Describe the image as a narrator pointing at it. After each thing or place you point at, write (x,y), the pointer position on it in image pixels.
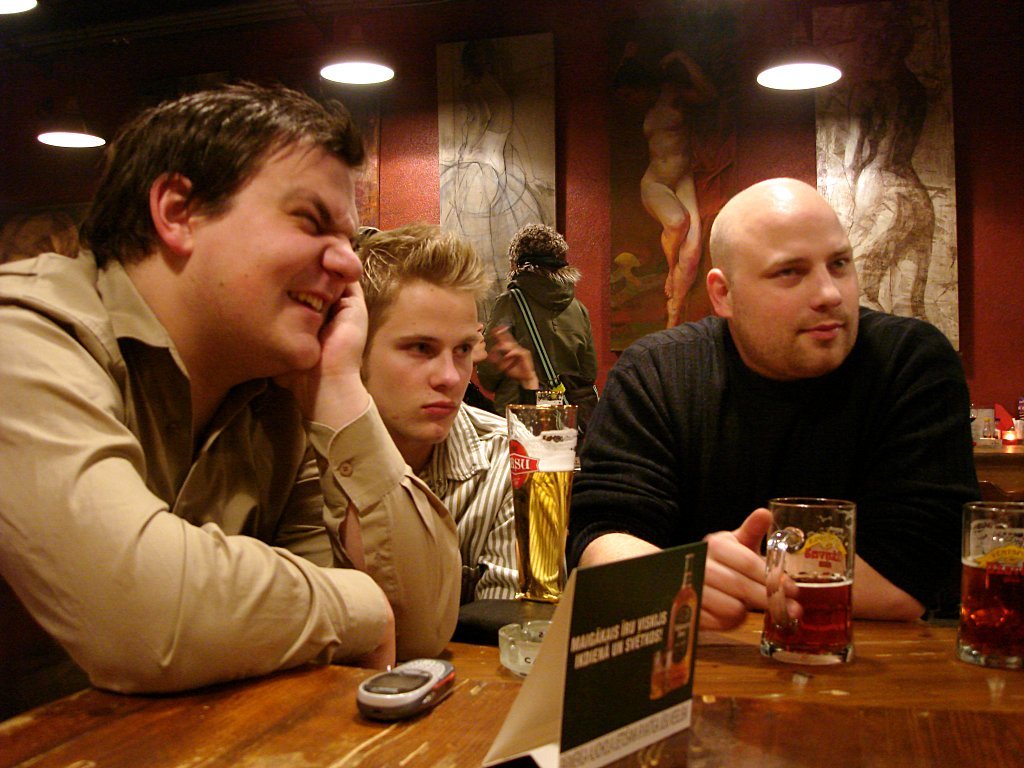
There is a group of people (620,410). They all are sitting in a chair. On the right side of the person (736,606) is holding a glass (819,606). On the left side of the person (329,361) is smiling. There is a table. There is a glass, mobile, poster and glass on a table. We can see in the background (638,161) there is a paintings (639,177), lights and walls (567,117).
